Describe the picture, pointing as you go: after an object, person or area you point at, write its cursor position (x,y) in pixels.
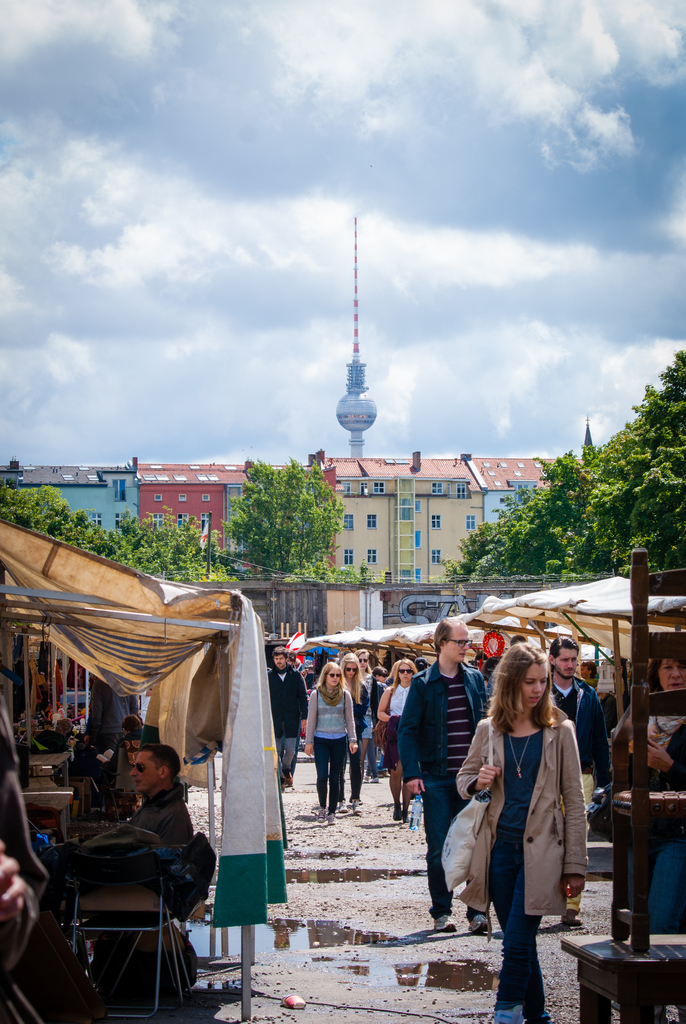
In the image there are some stalls (180,586) and people (412,709) are walking in front of those stalls (252,874). In the background (678,483) there are many trees (245,499), behind the trees (22,497) there are some buildings (494,461).
